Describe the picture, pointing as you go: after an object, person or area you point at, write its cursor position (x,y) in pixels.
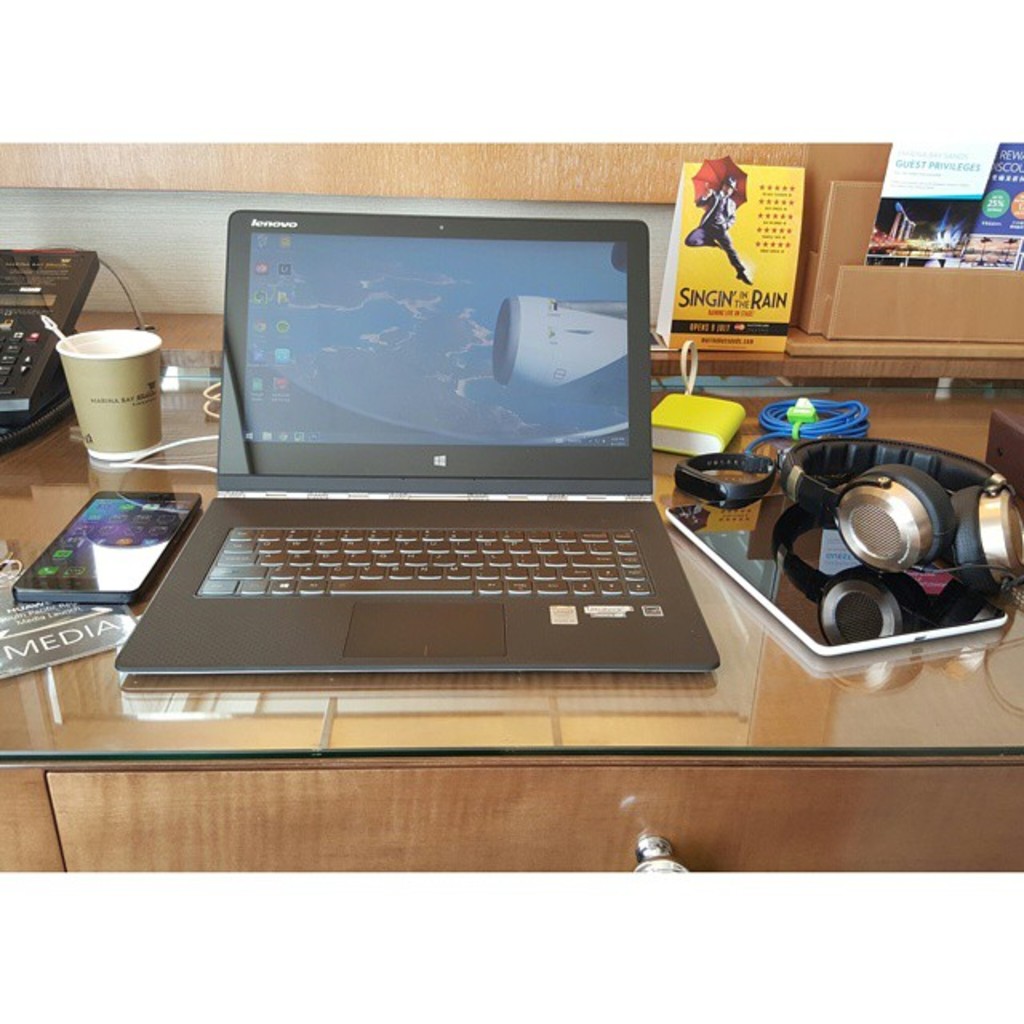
In this picture we can see a table (813,788). On the table (881,742) there is a laptop (350,458), mobile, and a glass (79,379). This is headset (828,494).
